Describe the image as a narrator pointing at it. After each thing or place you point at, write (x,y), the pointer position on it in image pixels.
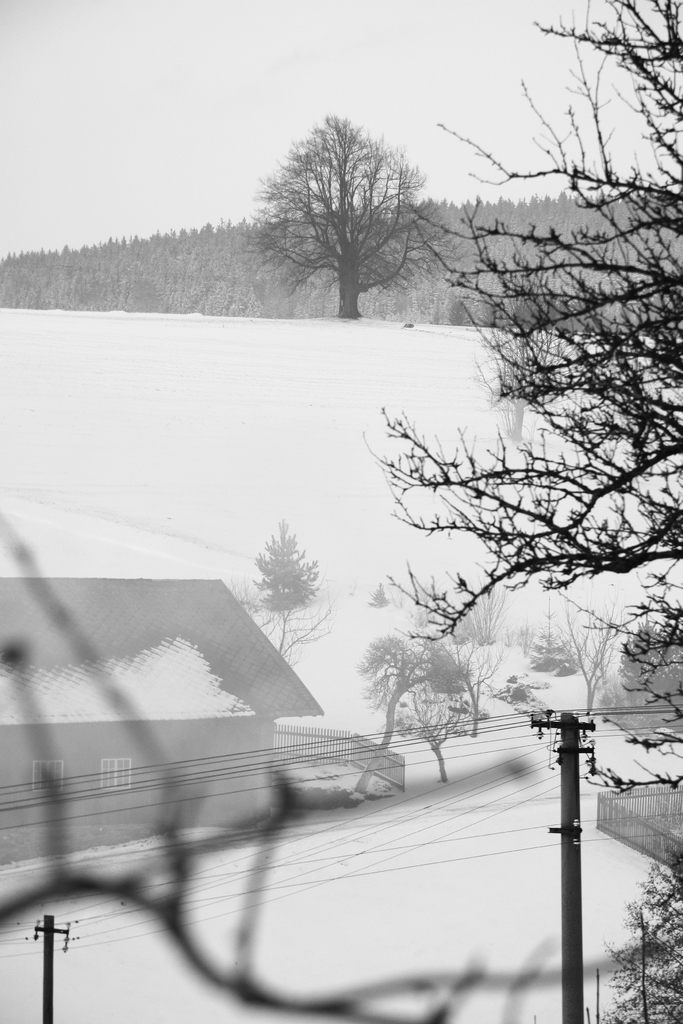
In this image we can see a house (152,729) with roof (131,695) covered with ice (129,693), windows (124,780) and a fence (332,760) on the ice (181,573). We can also see two utility poles (566,809) with some wires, branches (476,596) of a tree (509,486), trees (202,277) and the sky (190,93).
